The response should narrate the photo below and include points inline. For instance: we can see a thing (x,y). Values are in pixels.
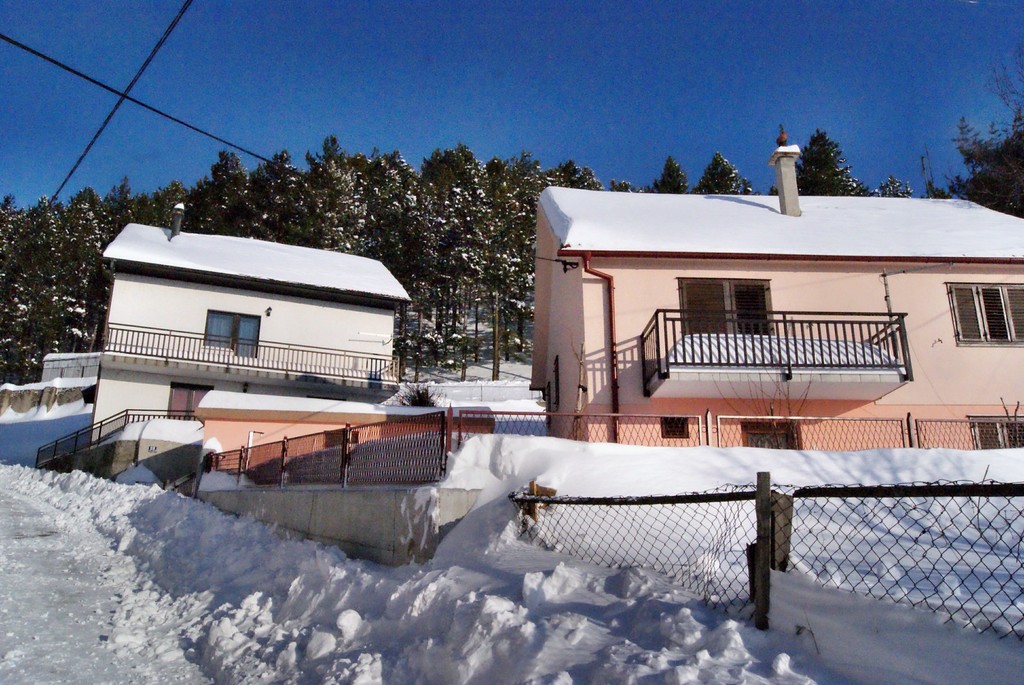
There is a snow (277,612) and a fence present at the bottom of this image (470,603). We can see buildings (614,419) and trees (91,270) in the background (506,329). The sky (434,101) is at the top of this image (565,107).
